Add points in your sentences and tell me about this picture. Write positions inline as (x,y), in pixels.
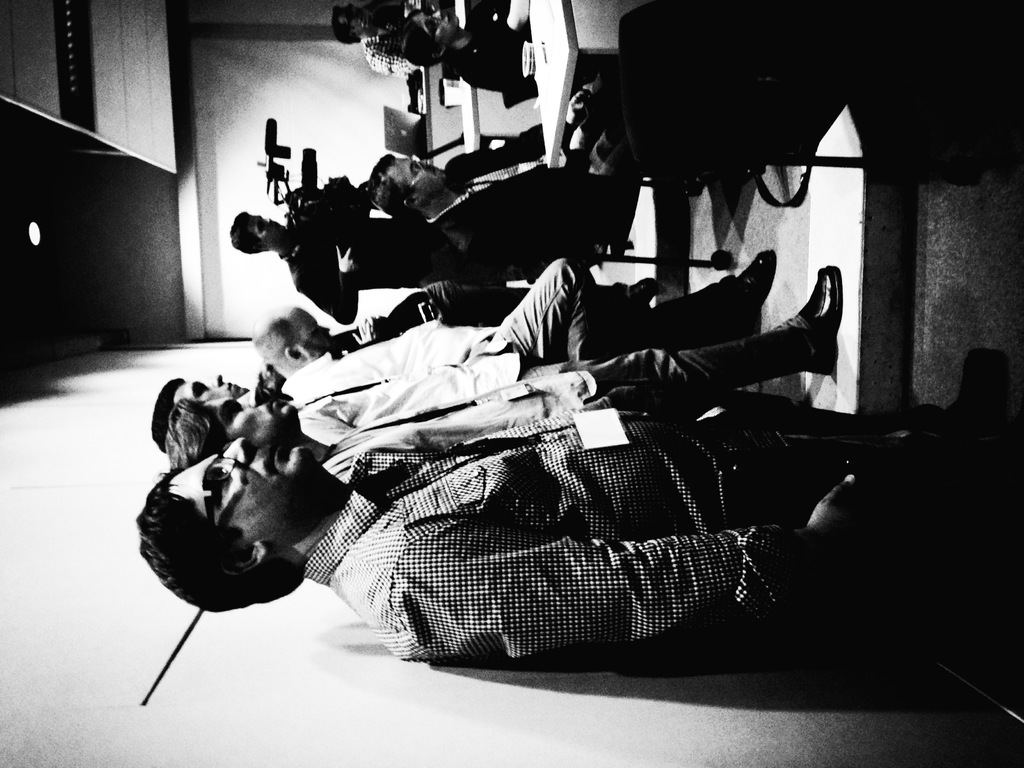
In the center of the picture (468,355) there are group of people (371,398). On the left (31,354) there are ceiling (78,255), light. At the bottom (387,740) it is wall (448,686). In the center of the background (357,233) there is a person (346,242) holding camera (325,193) and there are laptop (410,128), desk (431,141) and other objects (421,93). At the top (417,55) there are people (512,54), desk (551,51), chair (696,40), backpack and other objects (535,61). On the right (990,343) it is floor (996,251).
